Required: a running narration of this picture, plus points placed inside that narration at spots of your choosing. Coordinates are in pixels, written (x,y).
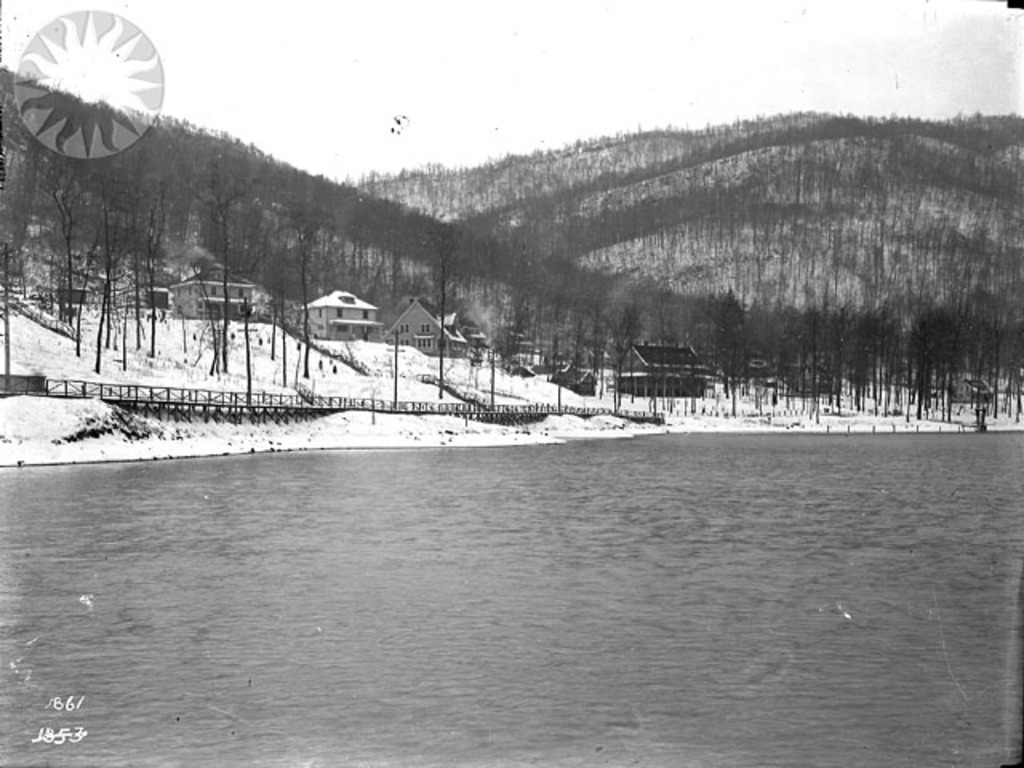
This is the black and white image where we can see water (402,557), bridge (353,406), snow (510,388), trees (733,363), wooden houses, hills (556,306) and the sky (709,118) in the background (445,157). Here we can see the watermark (63,139) on the left side of the image (77,50).
